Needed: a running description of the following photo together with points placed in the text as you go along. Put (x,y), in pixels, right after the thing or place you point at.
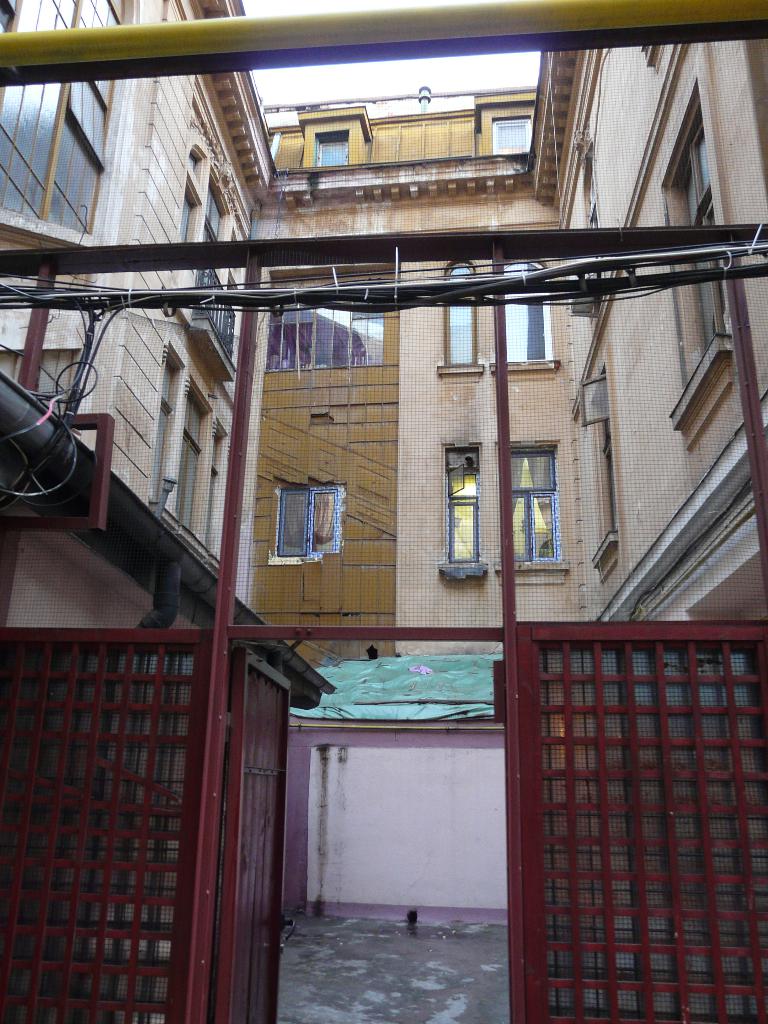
In this image I can see a buildings (348,579), windows (468,494) and pipes (125,526). In front (572,909) I can see a maroon color gate (602,854) and green color cover (392,712).
